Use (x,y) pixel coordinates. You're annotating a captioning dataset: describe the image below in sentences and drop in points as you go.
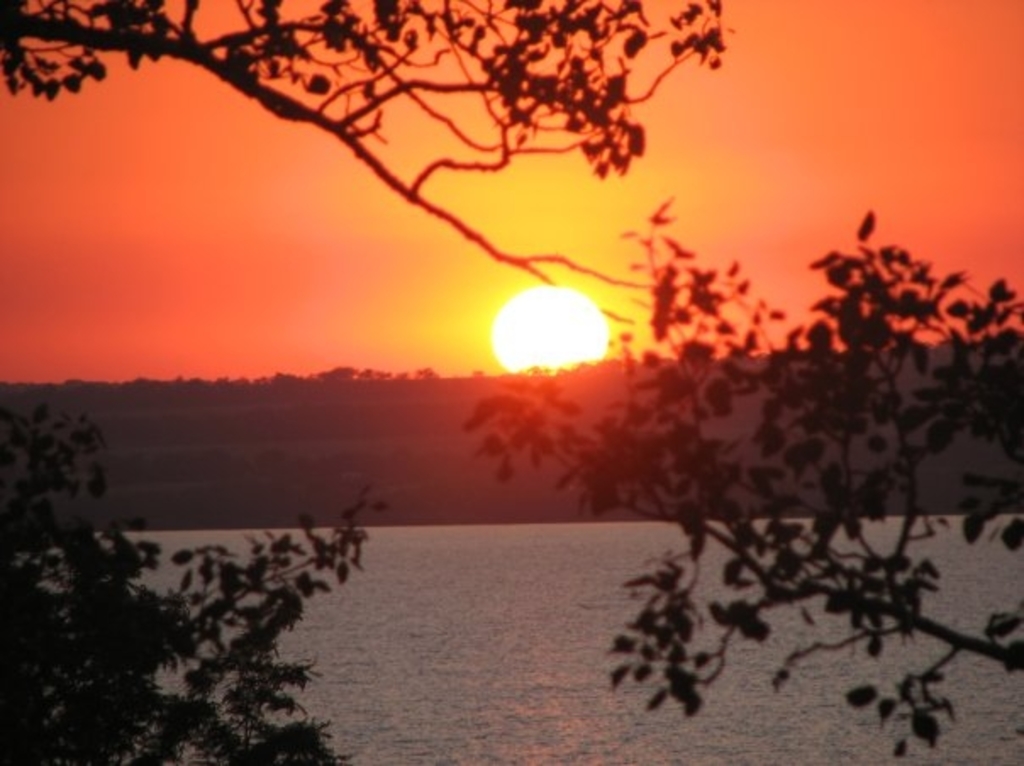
In this image I can see the trees (97,647) and the water (452,653). In the background (339,490) I can see many trees (384,427), sun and the sky (385,198).
